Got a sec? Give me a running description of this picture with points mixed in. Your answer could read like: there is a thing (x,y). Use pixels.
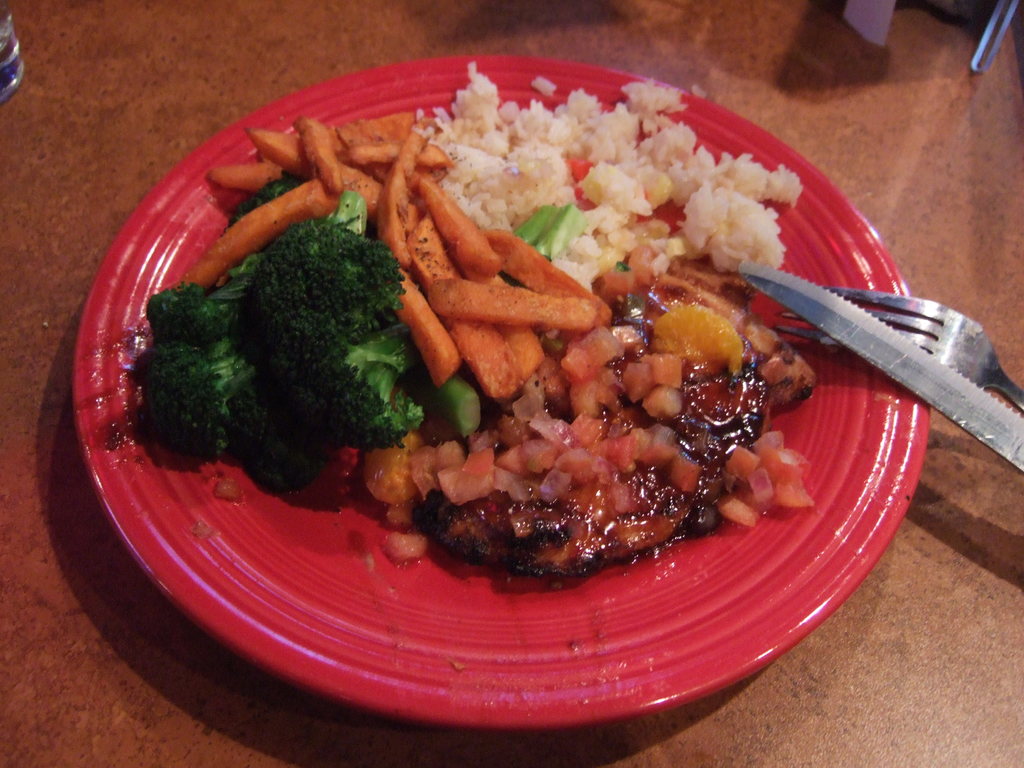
In this image we can see food item (567,318) on a plate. On the right side (955,336), we can see a fork (947,348) and a knife (933,371).
